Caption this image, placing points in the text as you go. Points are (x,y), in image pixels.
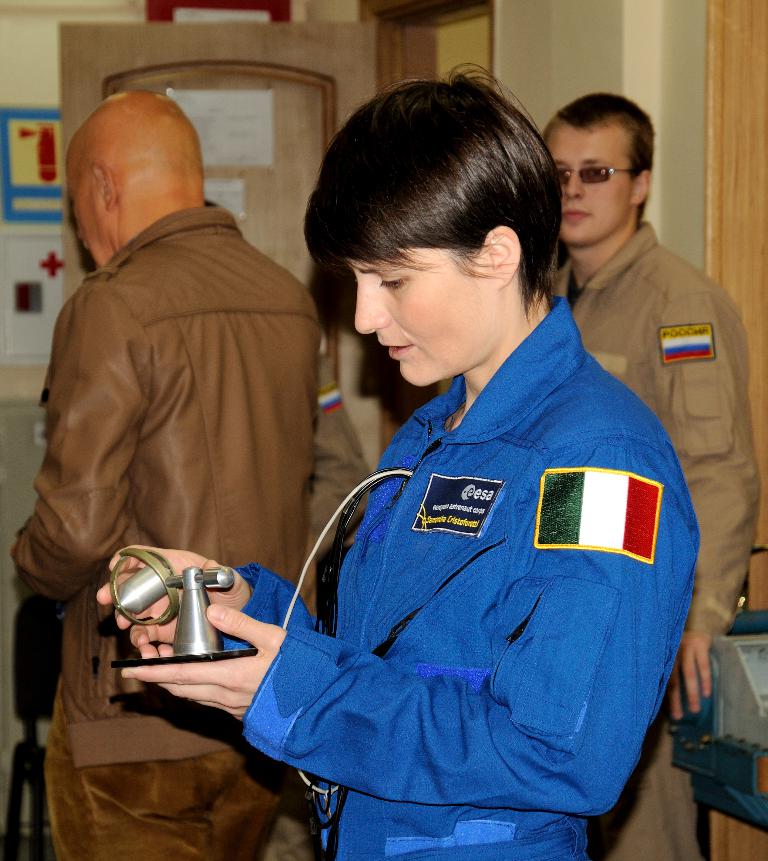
In this image there are two men (176,352) standing, there is a woman (574,552) standing and holding an object (152,586), there is an object (721,700) towards the right of the image (758,769), there is a wooden object (740,159) towards the right of the image (747,94), there is wall (610,42) towards the top of the image (617,26), there is a door (331,122), there are papers (256,147) on the door (272,204), there is a wall (28,396) towards the left of the image (40,307), there are objects (19,192) on the wall (11,100), there is an object (29,721) towards the bottom of the image (32,722).
